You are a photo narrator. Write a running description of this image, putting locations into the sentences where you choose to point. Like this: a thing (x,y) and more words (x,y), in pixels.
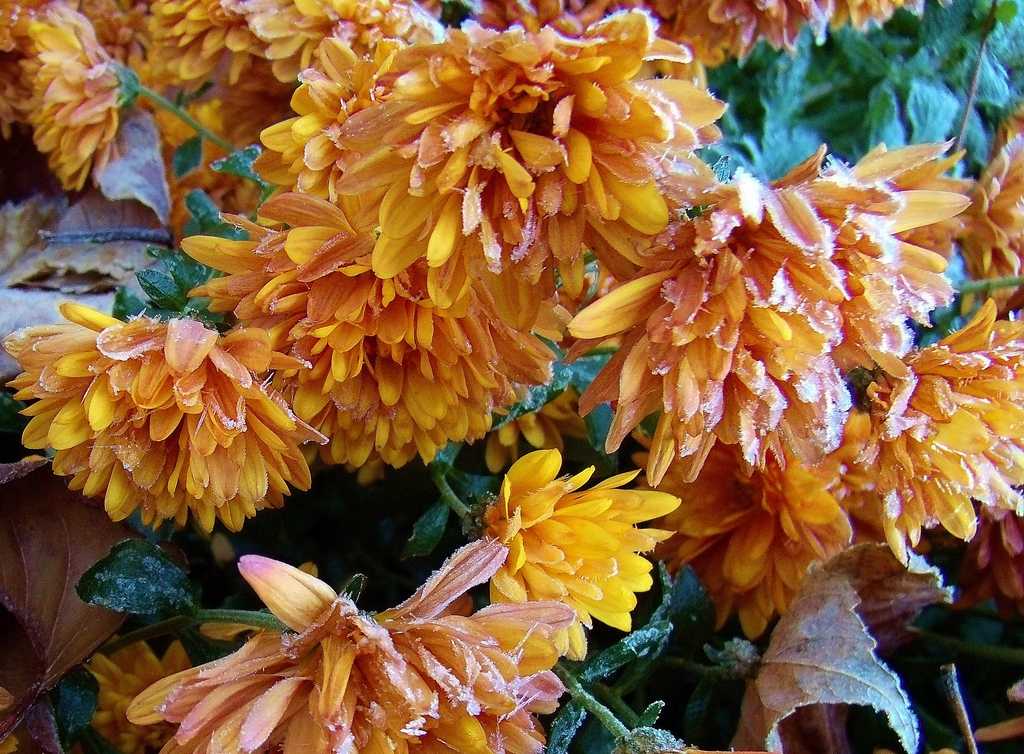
In this picture we can observe yellow color flowers (376,374) to the plants (170,598). In the background (871,68) we can observe green color plants (827,66).
